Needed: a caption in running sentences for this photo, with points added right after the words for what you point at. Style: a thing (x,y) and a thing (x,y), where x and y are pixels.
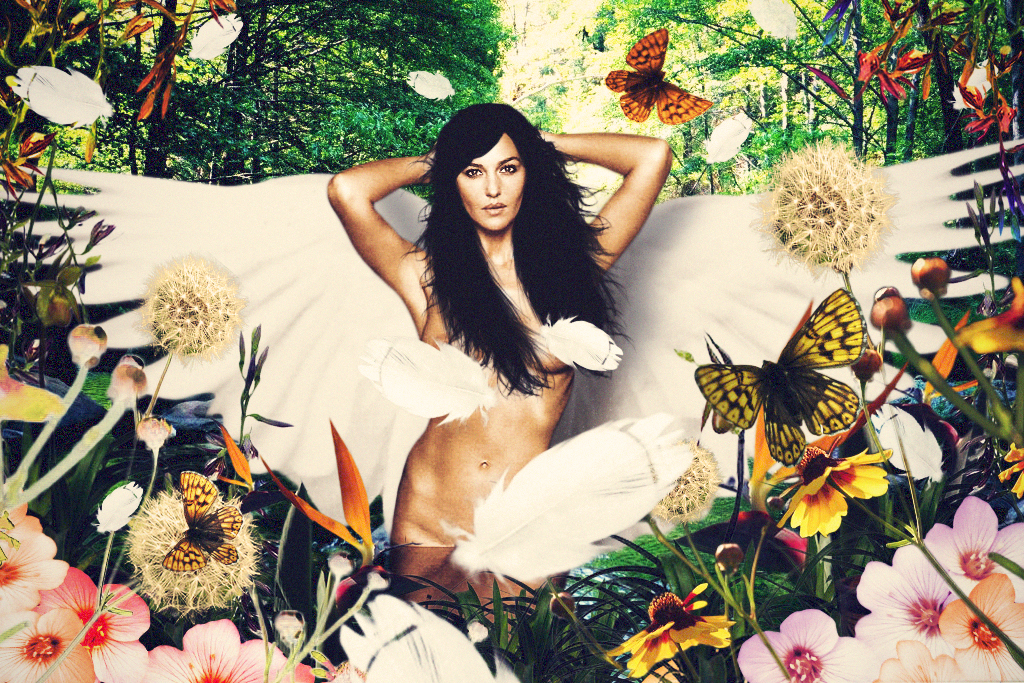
This picture looks like editing. Here we can see the woman (524,317) who is standing on the ground (560,593). Here we can see some butterflies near to the flowers (837,502). In the background (714,88) we can see many trees (921,110). On the bottom (512,621) we can see water (611,578) and grass (614,592).
